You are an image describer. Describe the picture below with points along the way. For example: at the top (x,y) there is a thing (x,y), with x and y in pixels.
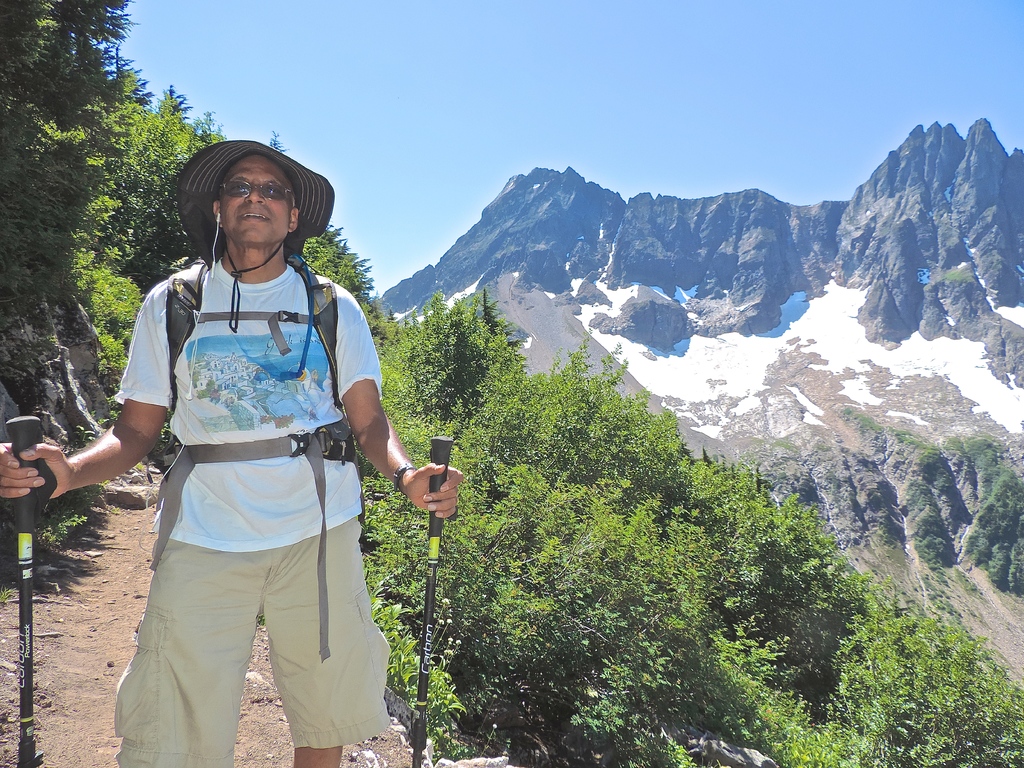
In this picture is wearing trekking equipment (281,446) is standing and in the background (914,533) we observe beautiful scenic places (496,457) which include mountains (708,344), trees (799,532).
